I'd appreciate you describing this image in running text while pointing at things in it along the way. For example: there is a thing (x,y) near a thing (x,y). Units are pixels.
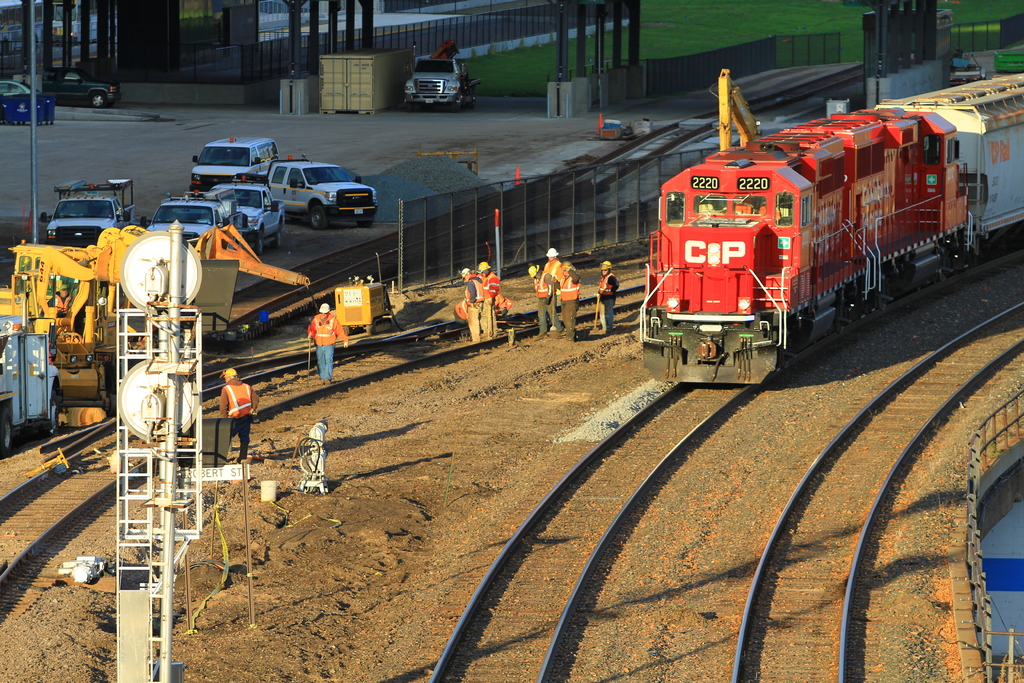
In the center of the image (434,273) we can see some persons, vehicle (379,309), machine (347,320), mesh (467,235), poles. On the right side of the image (951,204) we can see train (820,302), railway track (743,636), bridge (1021,429). On the left side of the image (283,188) we can see some vehicles (234,162). At the top of the image (454,52) we can see ground (801,33), poles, vehicles (76,75), road (522,129).
